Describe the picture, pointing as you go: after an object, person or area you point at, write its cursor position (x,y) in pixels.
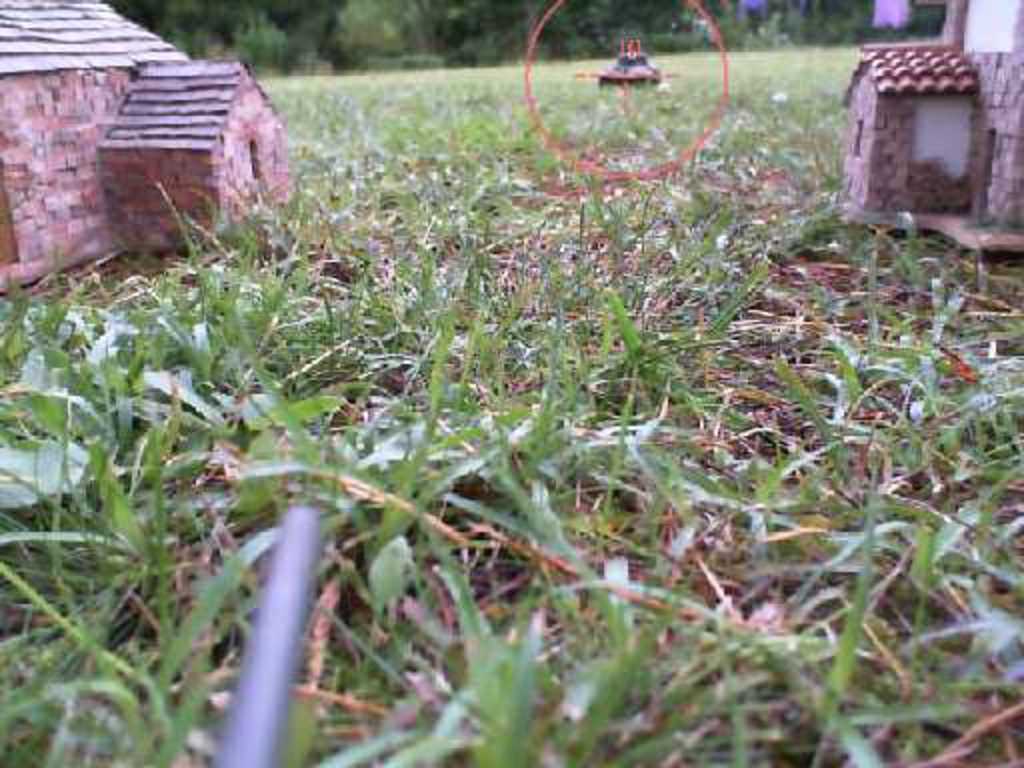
In this picture I can see the small houses (121,189) which is made from the bricks (931,170) or some other objects (947,169). At the bottom (565,653) I can see the grass (564,427). In the back (212,29) I can see many trees (562,15).
